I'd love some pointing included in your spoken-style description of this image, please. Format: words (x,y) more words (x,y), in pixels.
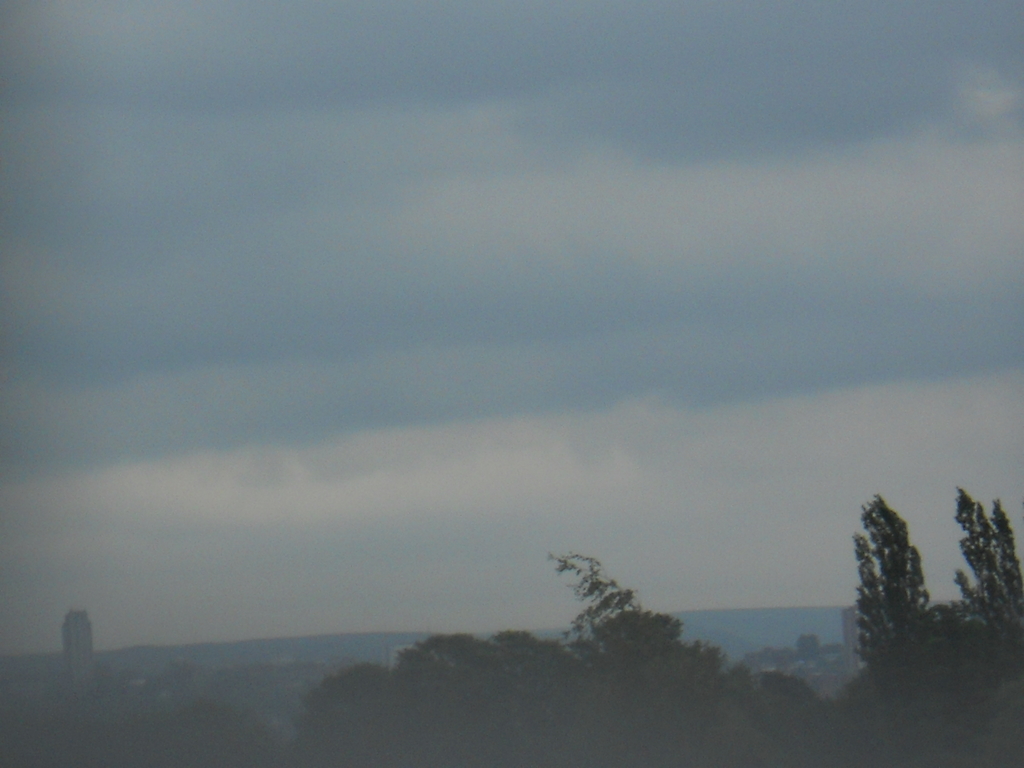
In this picture there are trees (778,709) in the foreground (778,709). At the back (93,674) there are mountains (44,674), towers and buildings (817,668). At the top (552,48) there are clouds (733,445).
